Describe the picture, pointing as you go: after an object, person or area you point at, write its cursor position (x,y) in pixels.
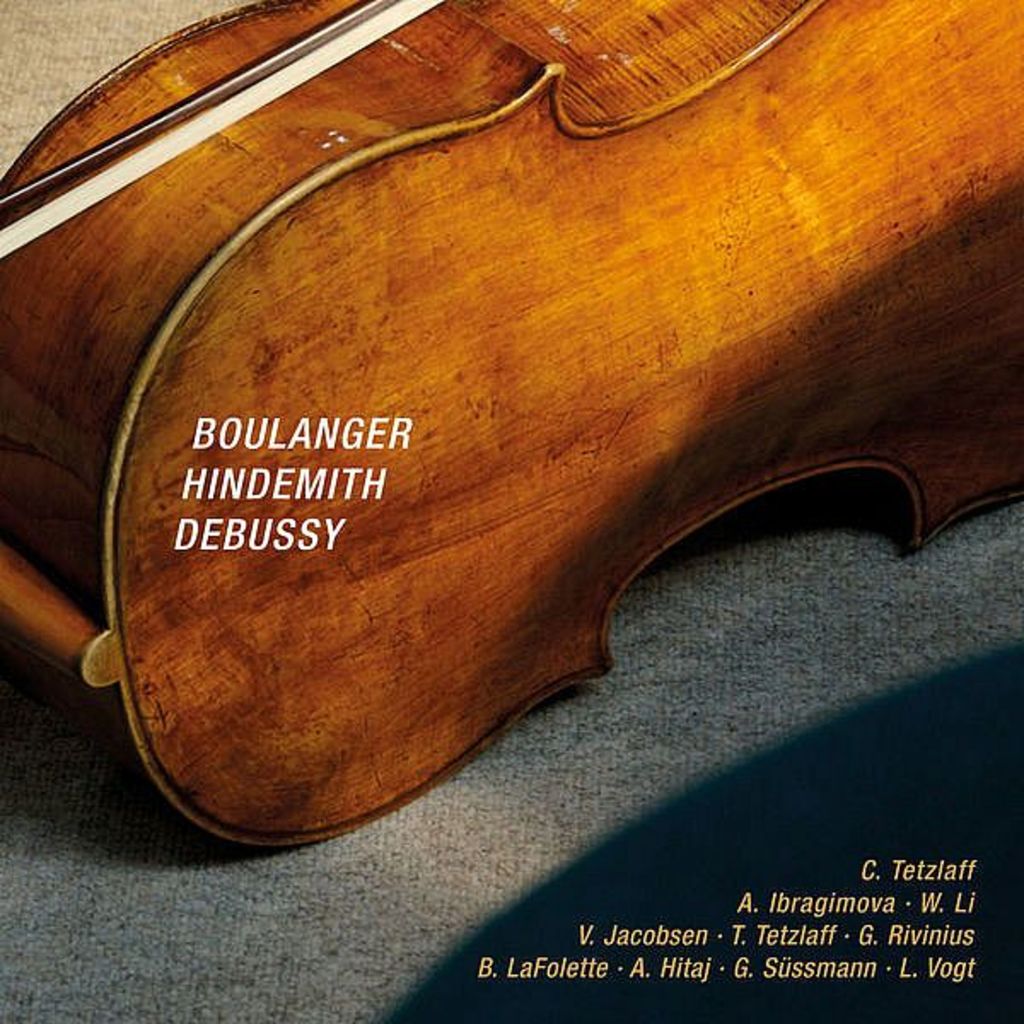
In this image I see a cello (992,10) and there are words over here.
